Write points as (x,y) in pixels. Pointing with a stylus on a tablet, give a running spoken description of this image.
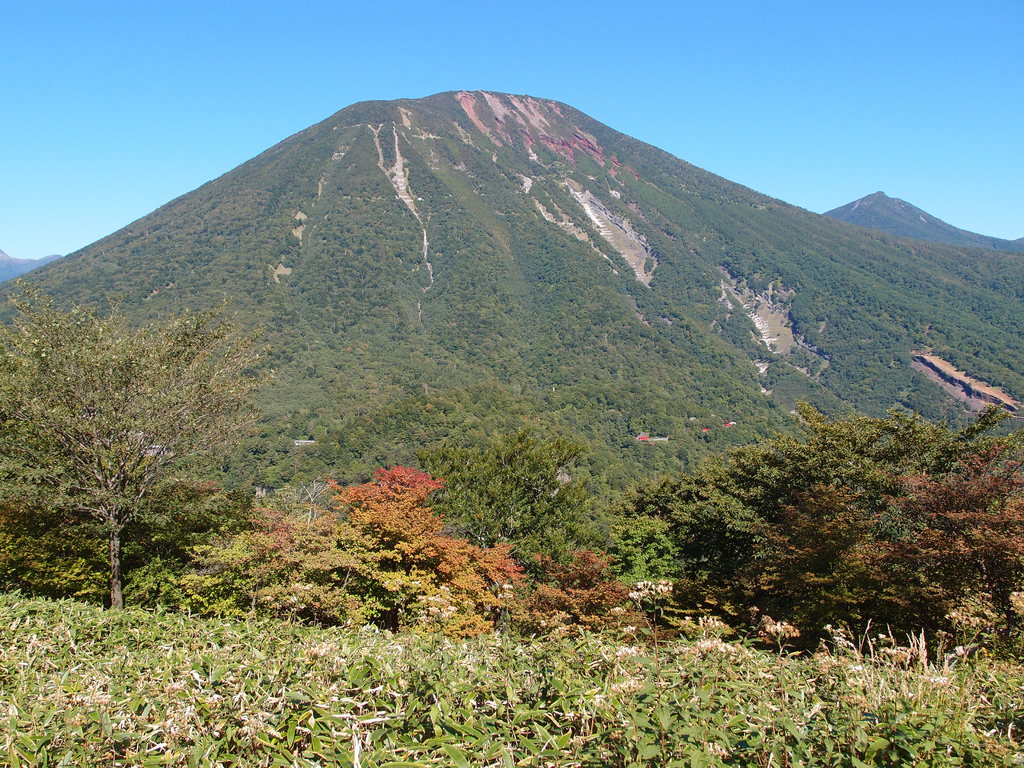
In this picture we can see the trees (656,387), plants (75,545) and grass (250,755). At the bottom (924,649) we can see the grass (567,686). In the background (334,291) we can see the mountains (404,291). At the top (636,49) there is a sky (415,50).
